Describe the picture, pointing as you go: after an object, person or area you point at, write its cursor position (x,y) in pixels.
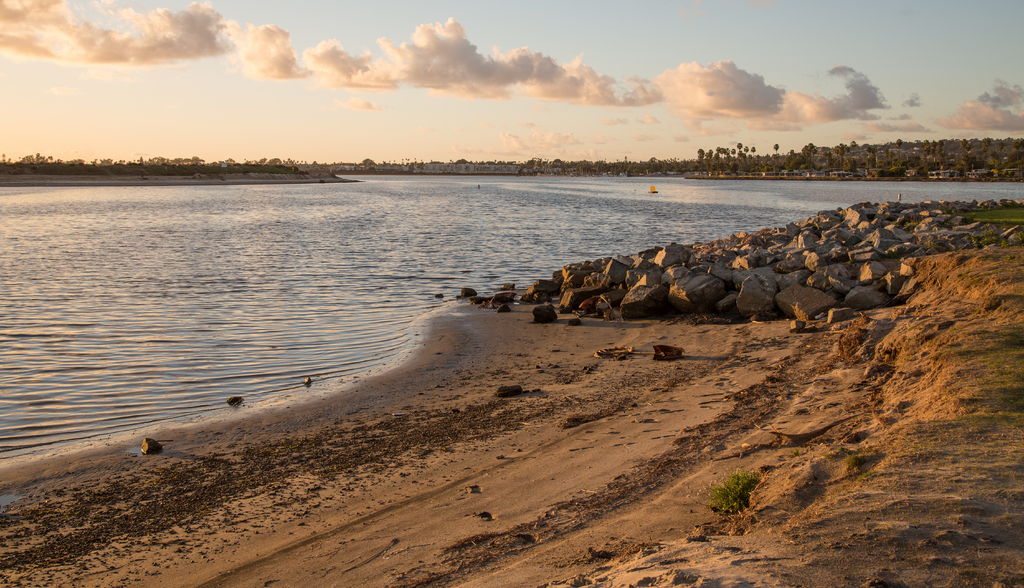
In this image, we can see some water (628,217) with objects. We can see some rocks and the ground (721,466). We can see some grass (732,474), trees (863,162) and houses (983,172). We can also see the sky (486,83) with clouds (482,82).
